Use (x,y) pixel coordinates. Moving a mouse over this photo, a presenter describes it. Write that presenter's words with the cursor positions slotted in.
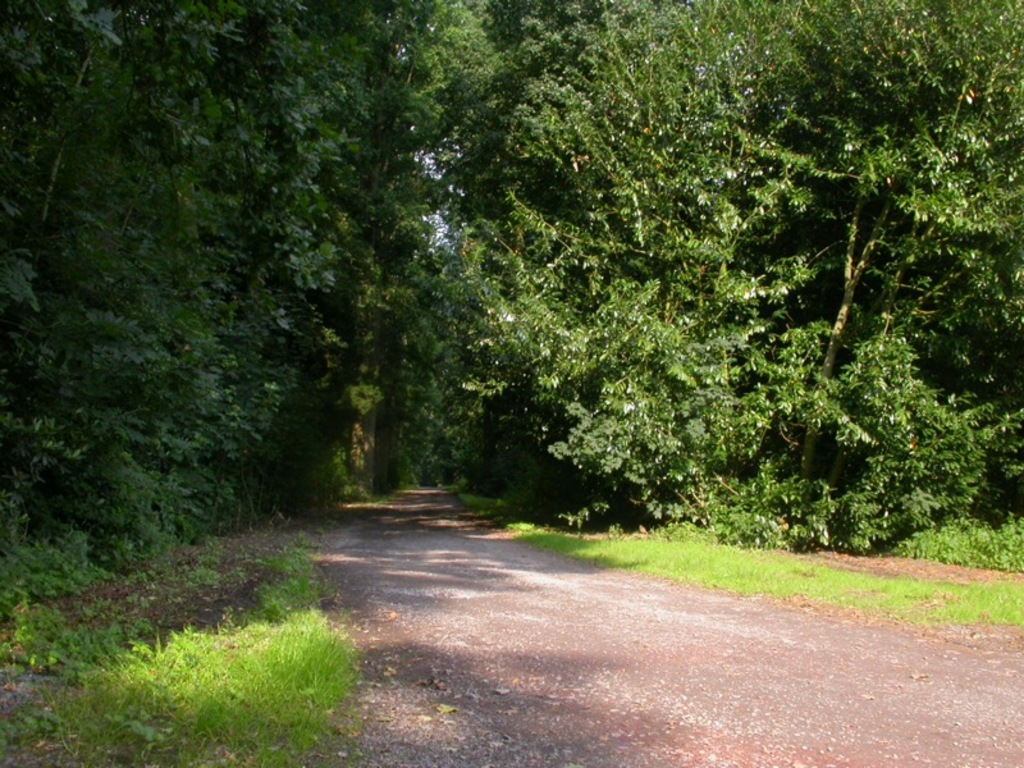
In this image we can see road (498,622). To the both sides of the road (523,598) trees (535,413) and grasslands (173,662) are there.
